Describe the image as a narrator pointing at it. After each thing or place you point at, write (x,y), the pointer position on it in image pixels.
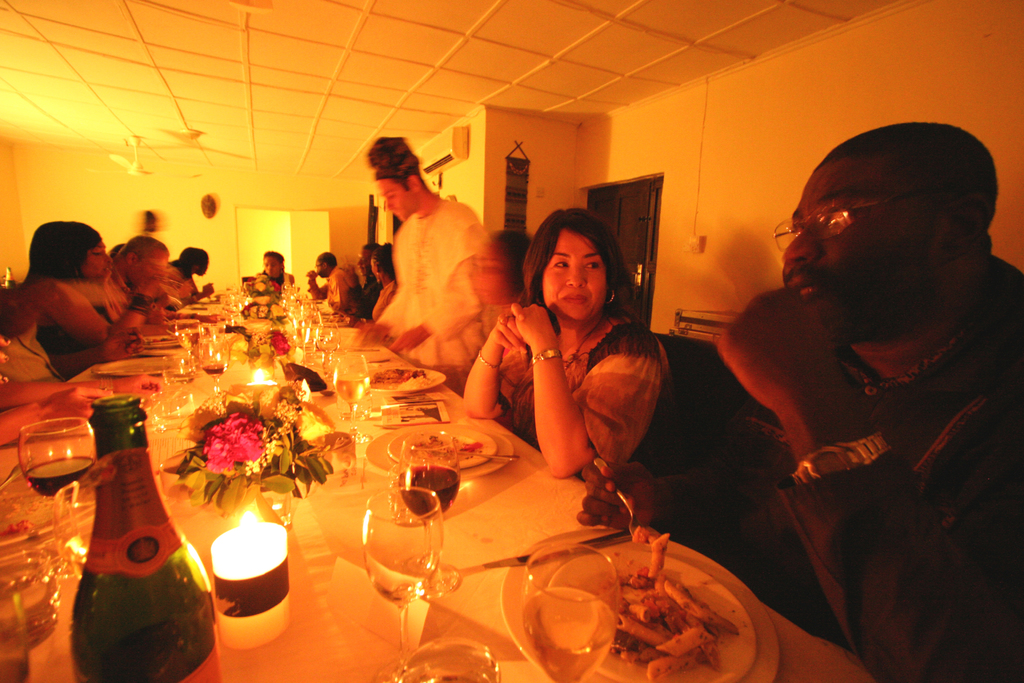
In this picture we can see group of people (354,304) sitting on chair (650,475) and some (462,284) are standing and in front of them we can see table (478,536), dining table (237,653) and on table (162,333) we can see glass (87,467), bottle (136,528), candle (237,560), flowers (283,421), plate (462,460), knife (504,563) and on plate (436,440) there is food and in the background (243,243) we can see wall (151,182), fan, door (277,211), AC (443,158). some hanging.
